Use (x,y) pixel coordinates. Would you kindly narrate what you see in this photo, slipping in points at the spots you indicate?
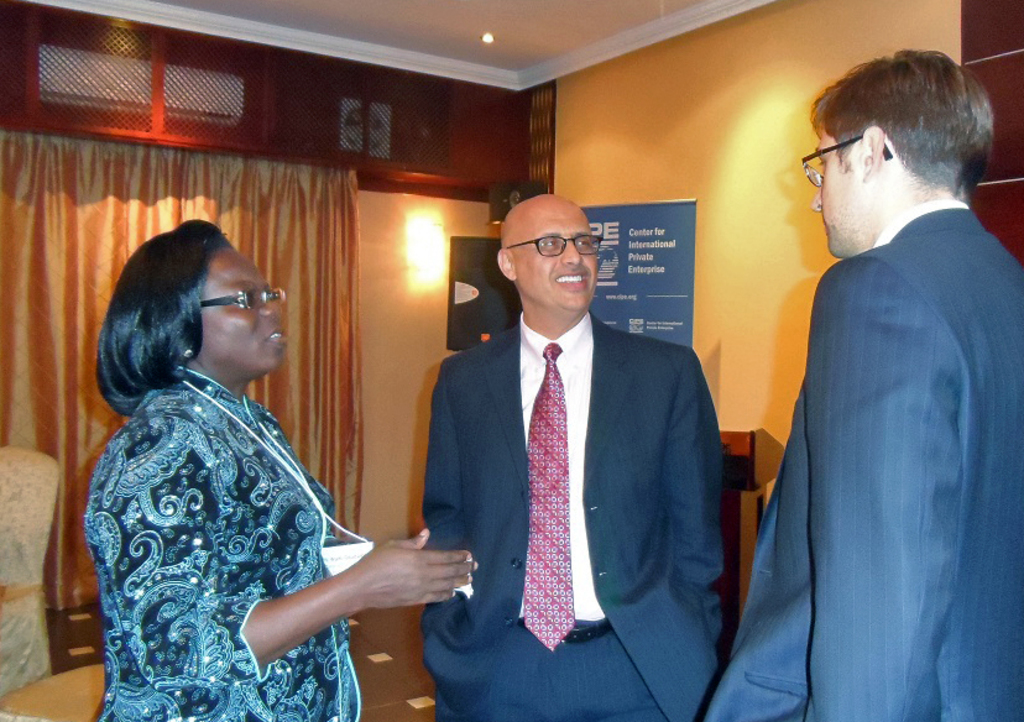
In the image we can see two men (616,546) and a woman (228,564) standing, wearing clothes (709,606) and spectacles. Here we can see curtains (73,226), wall (582,163), poster (653,252), floor (380,644) and light (427,234).
